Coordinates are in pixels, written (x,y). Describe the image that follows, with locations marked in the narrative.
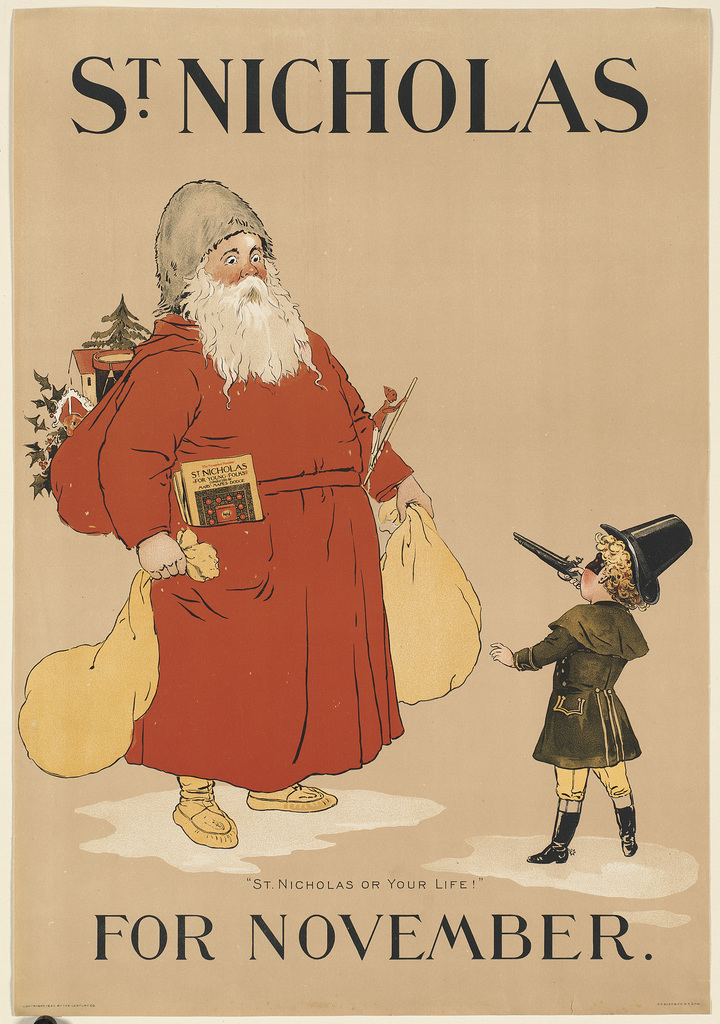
In this image there is a book (406,256). The name of the book (337,242) is St Nicholas for November. There is a santa claus (297,527) and a kid (625,535) on the cover page (488,384).
